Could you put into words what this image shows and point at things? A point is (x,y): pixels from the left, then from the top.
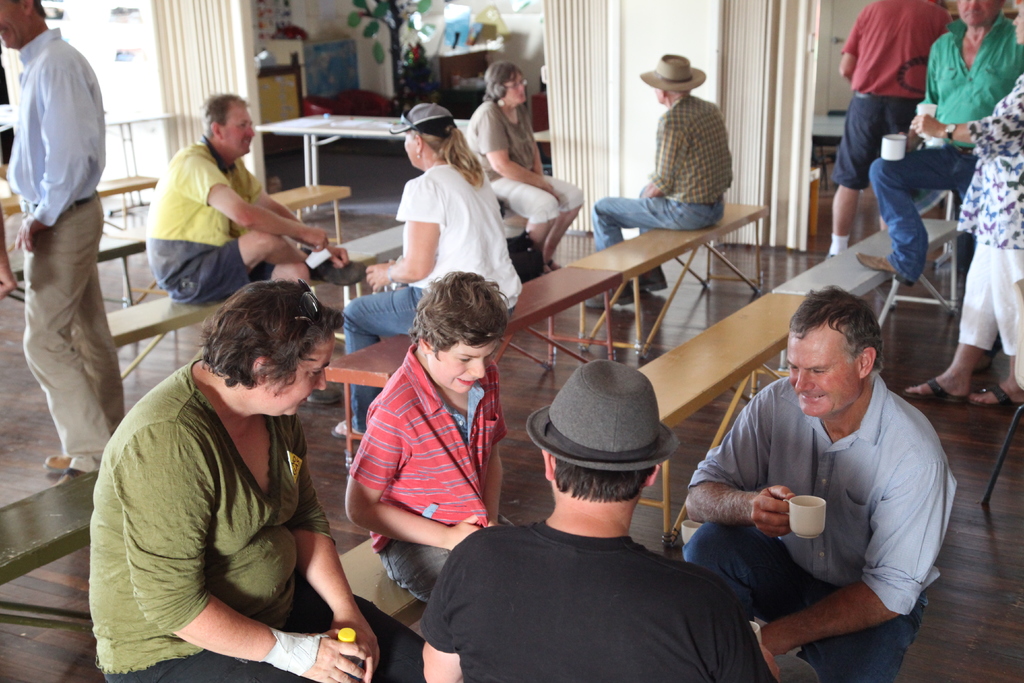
In this picture there are group of persons (456,245) sitting and standing. In the background (339,25) there is a wall (339,25) and there is a plant (398,34) and there is a table (351,132) which is white in colour.
